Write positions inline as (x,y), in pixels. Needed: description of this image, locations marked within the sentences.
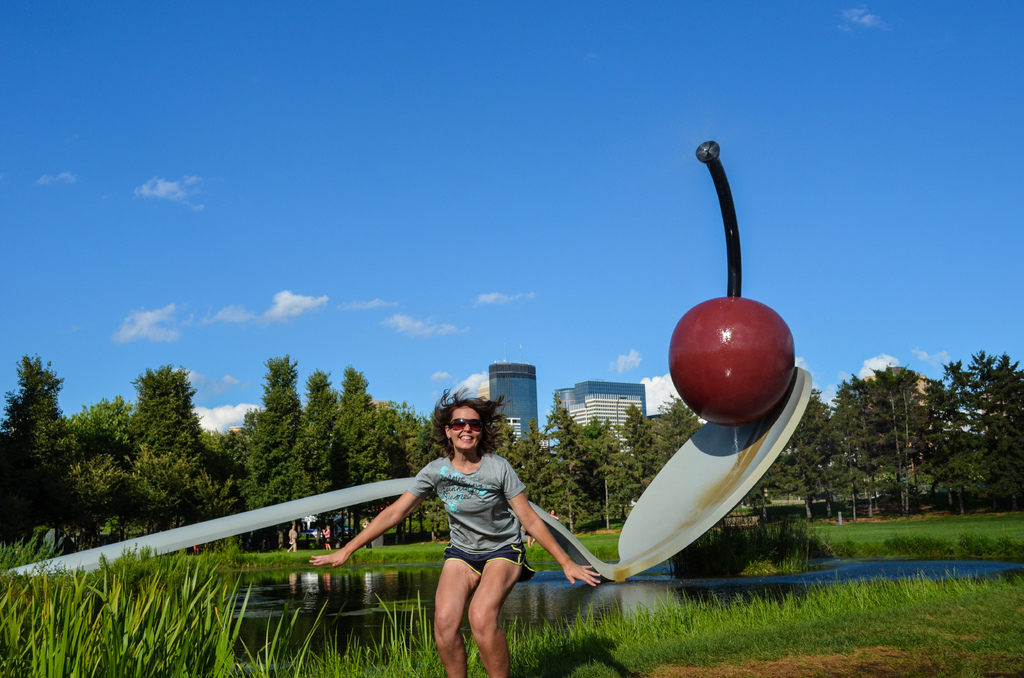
In this image there is a person (448,402) standing and smiling, and there is grass (148,578), water (949,567), statue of a cherry (744,414) on the spoon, trees (581,463), buildings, and in the background (490,299) there is sky (349,339).
